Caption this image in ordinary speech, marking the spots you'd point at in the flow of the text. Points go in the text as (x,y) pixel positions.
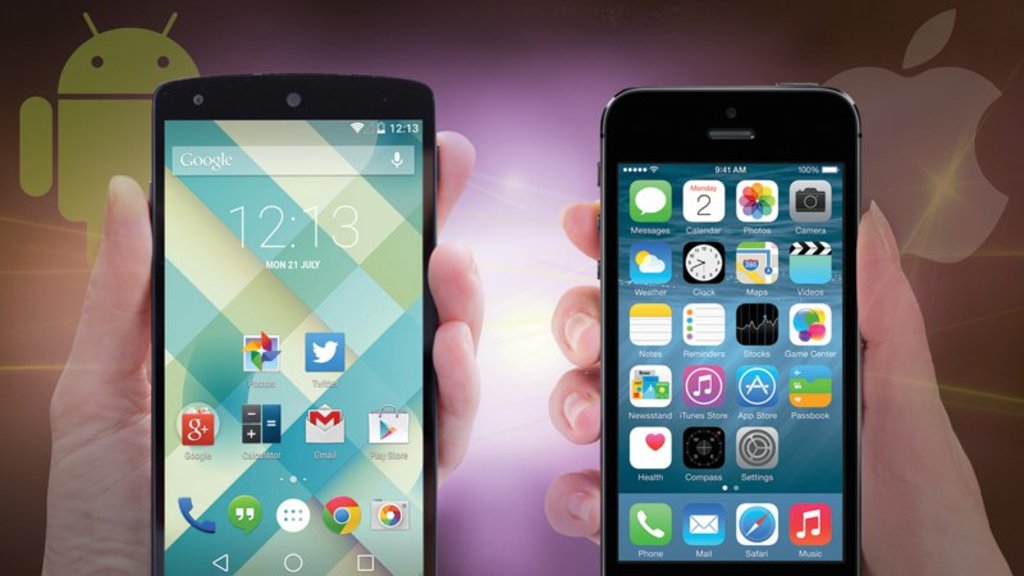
This is an edited picture. In this picture we can see the hands (915,377) of people (110,338) holding mobiles (828,341). In the background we can see the logos (977,121).
